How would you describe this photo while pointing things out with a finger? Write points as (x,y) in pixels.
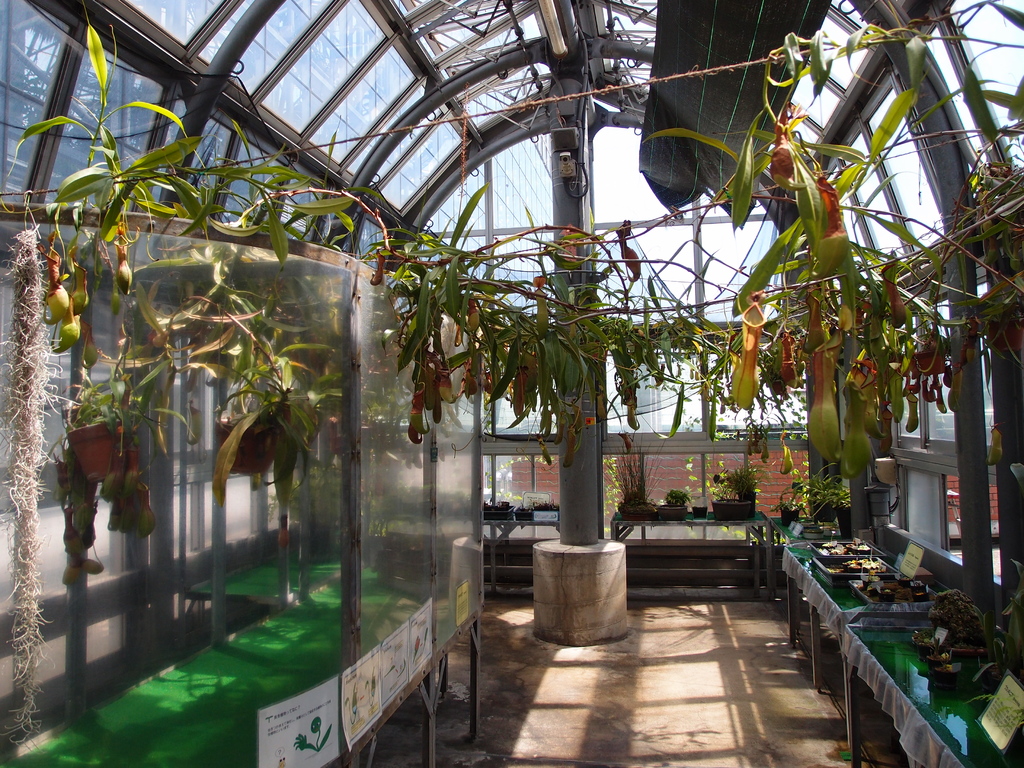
In this image I can see a glass house (641,33), tables (933,697), some objects (953,654) on it, boards (991,711), houseplants (964,638), pillar (613,616), metal rods (580,85), ropes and so on. In the background (767,503) I can see buildings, fence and the sky (621,137). This image is taken may be during a day.
